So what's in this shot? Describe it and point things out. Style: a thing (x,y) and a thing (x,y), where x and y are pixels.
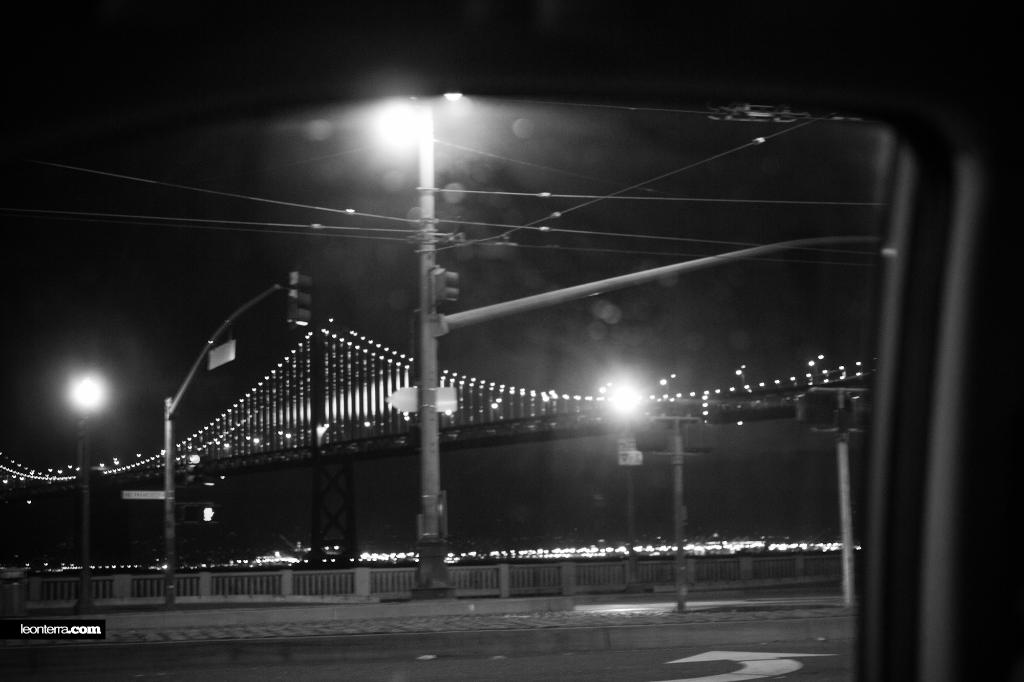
This picture was taken from inside of the car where we can see road (144,649), fence (390,583), electric pole (428,551) with wire (272,232) and one bridge (265,399).
